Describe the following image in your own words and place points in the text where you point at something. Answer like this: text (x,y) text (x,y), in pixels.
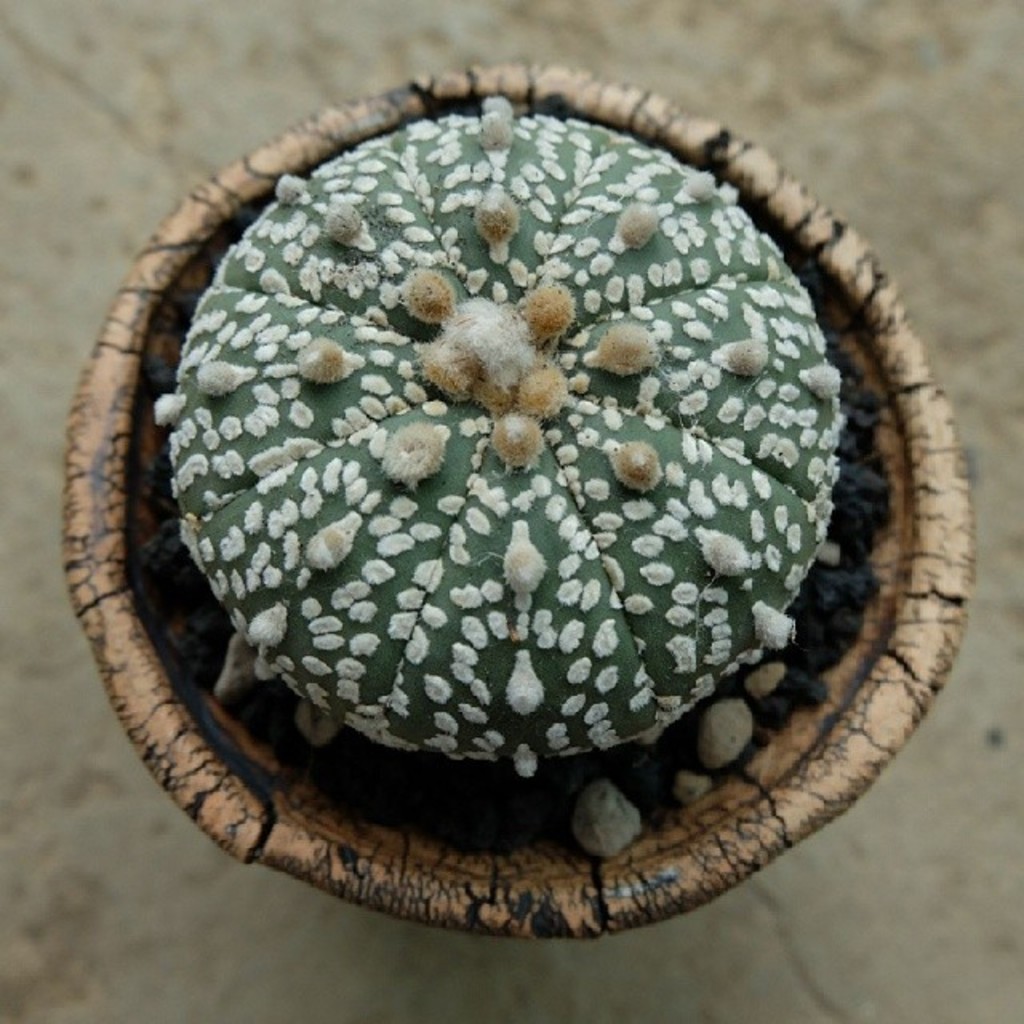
In this image we can see a pot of star cactus (480,366).
